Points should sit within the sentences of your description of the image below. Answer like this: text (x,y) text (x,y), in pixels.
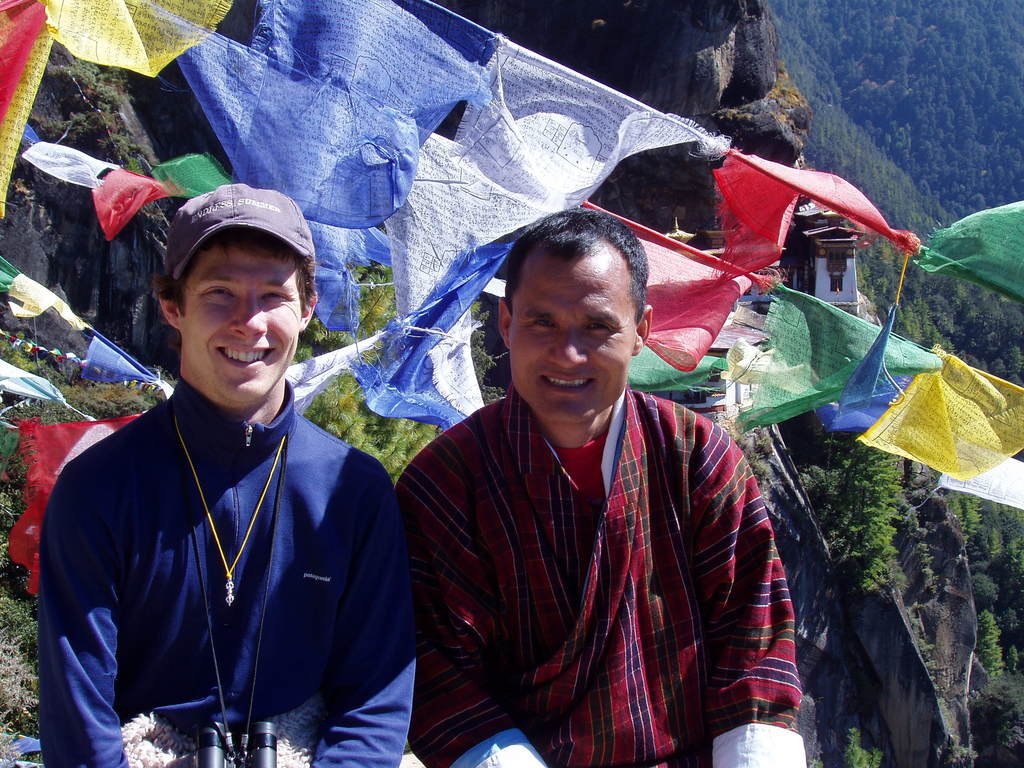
These two people (271,632) are smiling. This man (253,406) wore a binocular (271,759) and cap (296,231). Background (991,430) there are trees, mountain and clothes (837,342). Something written on these clothes (591,131). Far there is a building (792,271).
